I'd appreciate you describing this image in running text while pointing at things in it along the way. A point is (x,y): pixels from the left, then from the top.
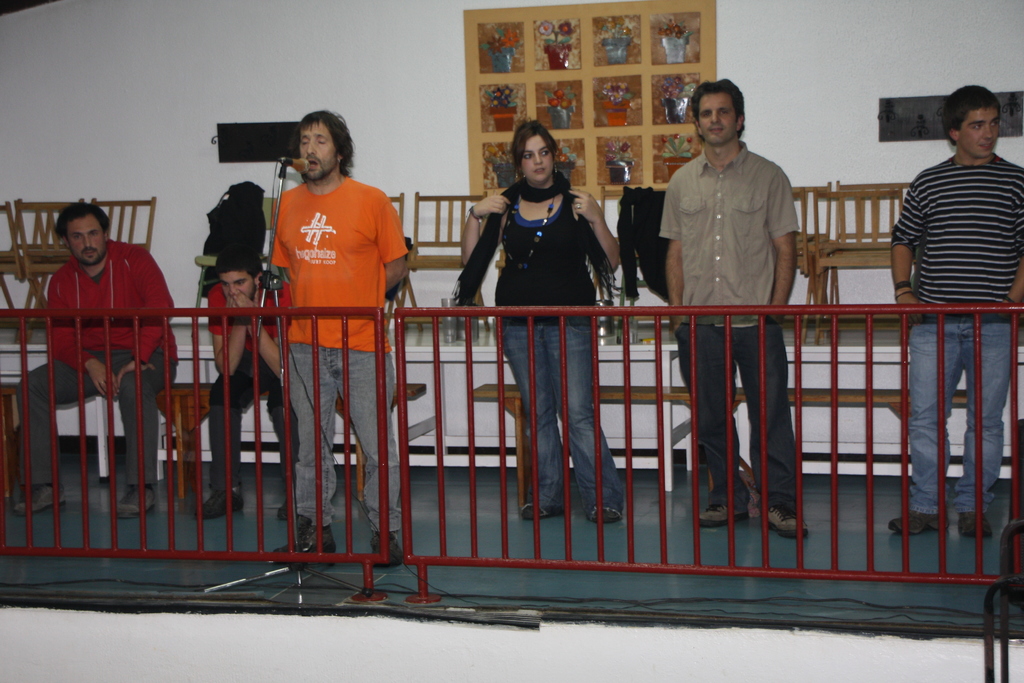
Here we can see all the four persons (545,239) standing. This man (326,238) is standing in front of a mike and singing. We can see two persons (173,335) sitting here on the chairs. On the background (224,55) we can see a wall (398,30) and frame (580,33).
